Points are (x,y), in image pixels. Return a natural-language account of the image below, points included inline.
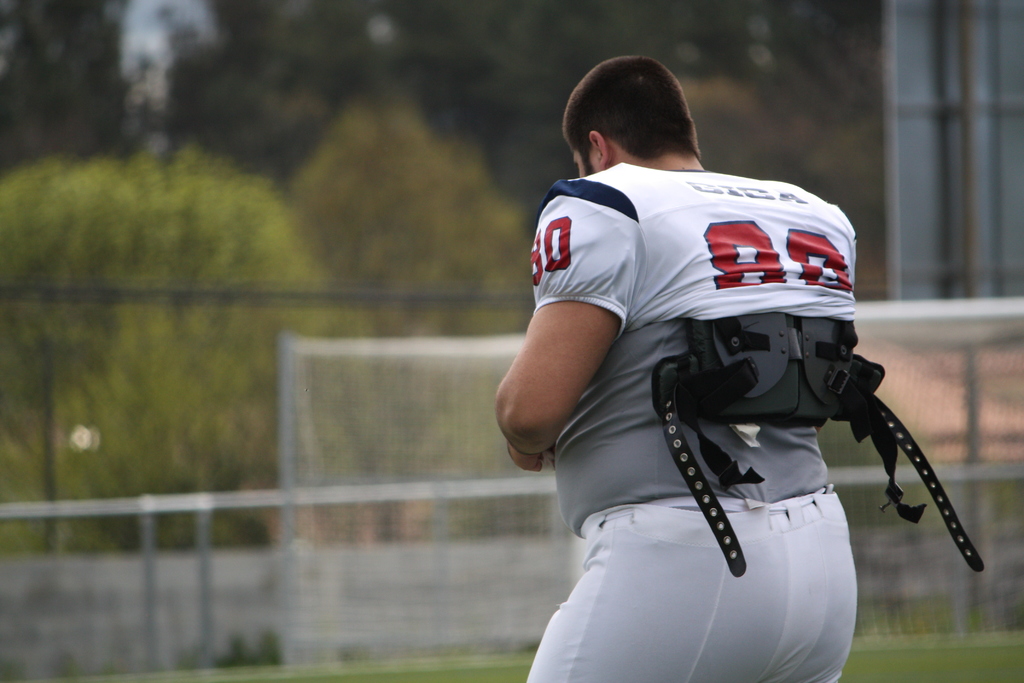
In the foreground of this image (689,606), there is a man (677,606) wearing jacket (658,261). In the background (401,432), there is goal net (416,541), grass (431,665), railing (182,497), trees (546,102) and a board (955,103).
